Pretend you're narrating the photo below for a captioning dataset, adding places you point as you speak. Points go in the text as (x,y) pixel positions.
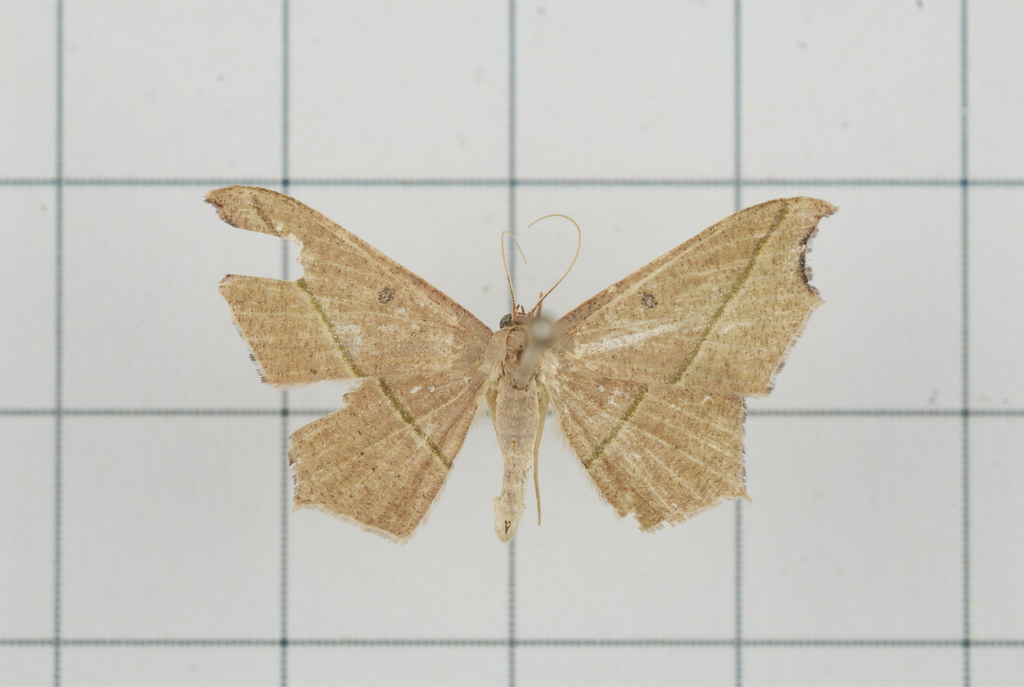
In this picture we can one butterfly (256,334) on the wall (386,217).
